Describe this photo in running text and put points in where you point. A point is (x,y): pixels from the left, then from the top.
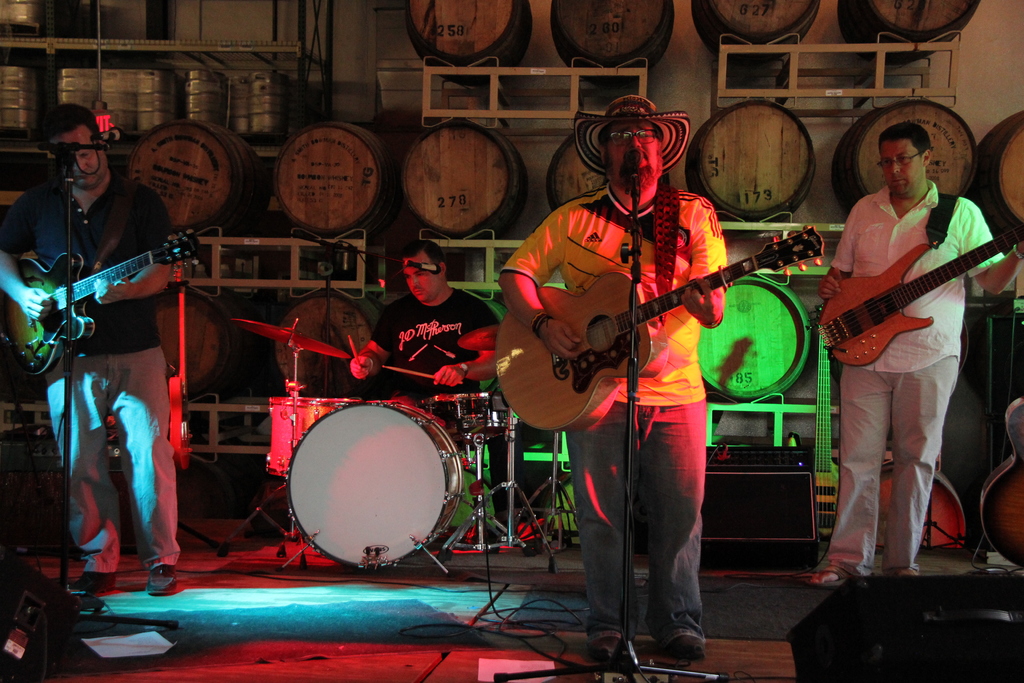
Front this three persons (675,331) are playing guitar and this man (675,402) is singing in-front of mic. At background (457,340) this person (469,317) is sitting and playing these musical instruments (310,458) with sticks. Above this racks (297,249) there are drums (465,178). On floor (722,626) there is a speaker (703,538) and cable (526,608). This is mic (632,183) with holder (631,518).
